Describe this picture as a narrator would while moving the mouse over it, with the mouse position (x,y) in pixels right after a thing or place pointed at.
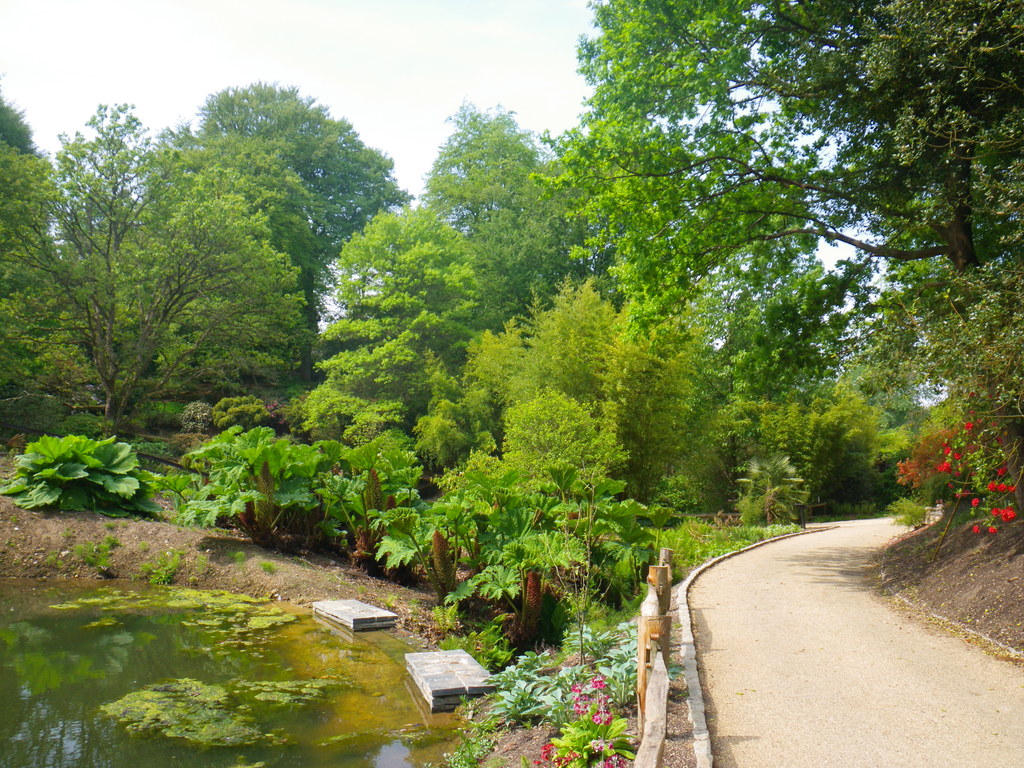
In this picture I can see the water (143,605) on the left side (331,711), in the middle (394,257) there are trees (474,205). On the right side (956,762) there is the way (851,635), at the top (398,71) I can see the sky (406,93).
